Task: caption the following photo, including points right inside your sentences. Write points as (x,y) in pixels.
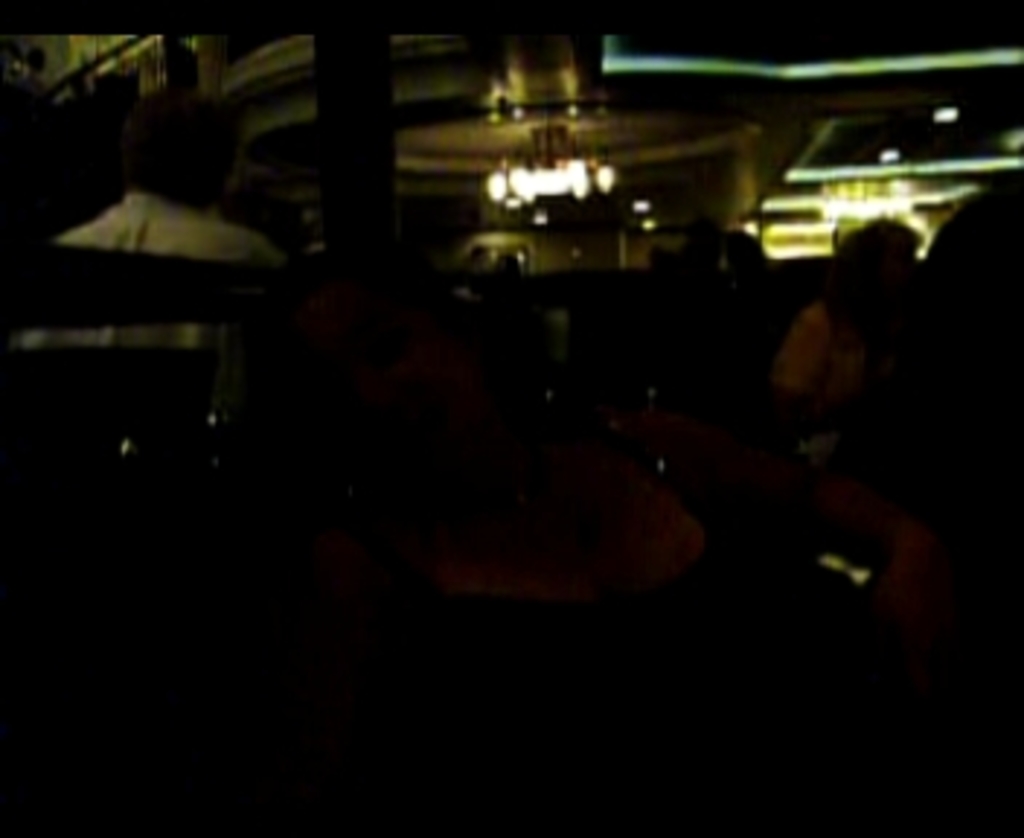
In this image I can see the dark picture in which I can see a person (549,695) wearing black colored dress (549,695). In the background (838,393) I can see few other persons (829,322), the ceiling (536,91) and few lights (559,160) to the ceiling (777,154).
